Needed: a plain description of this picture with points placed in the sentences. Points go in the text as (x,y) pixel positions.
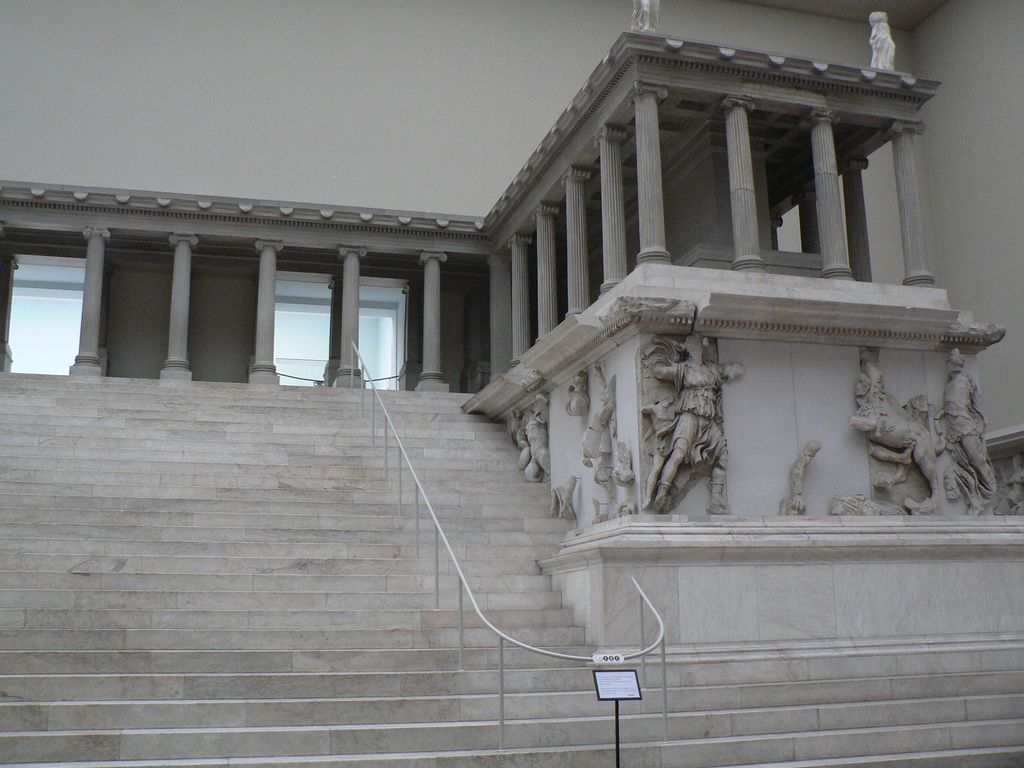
In this image, we can see a building (589,239). There are pillars (571,258) in the middle of the image (420,264). There is a handrail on steps (475,467). There are sculptures (656,439) on the right side of the image (971,393).
